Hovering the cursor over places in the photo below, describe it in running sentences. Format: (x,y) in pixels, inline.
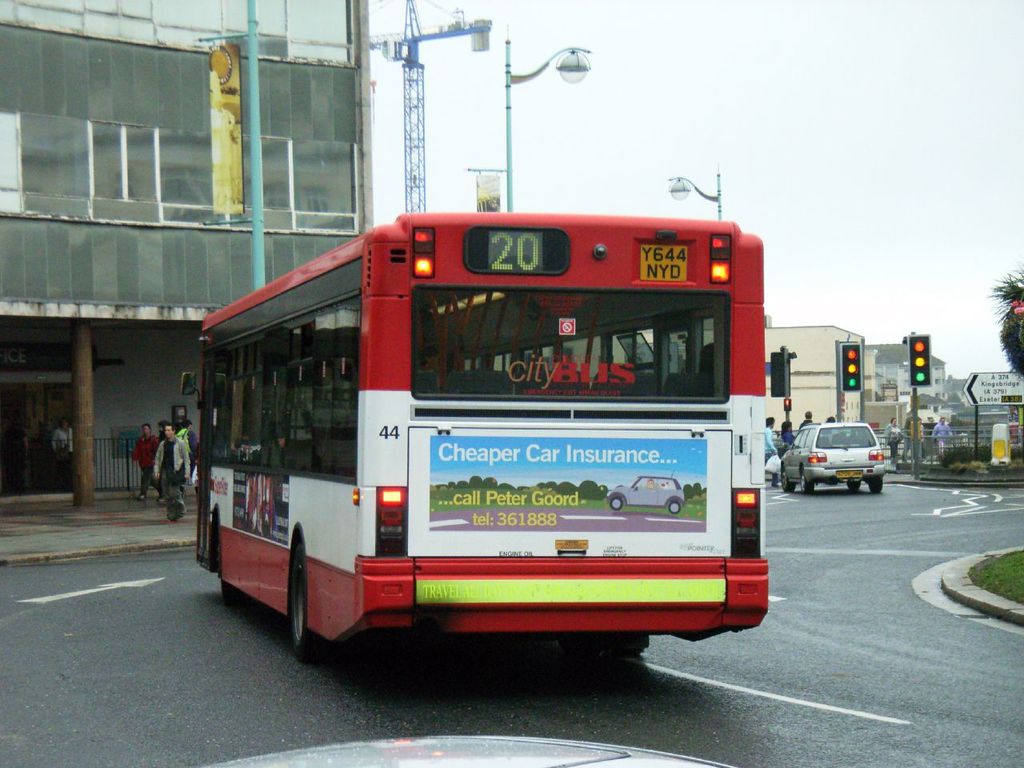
We can see vehicles (739,505) on the road (737,726) and grass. In the background (155,382) we can see buildings (798,361), people (943,424), lights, boards (994,384) and traffic signals (857,365) on poles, crane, tree (1020,347), fence (982,428), plants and sky (853,114).
